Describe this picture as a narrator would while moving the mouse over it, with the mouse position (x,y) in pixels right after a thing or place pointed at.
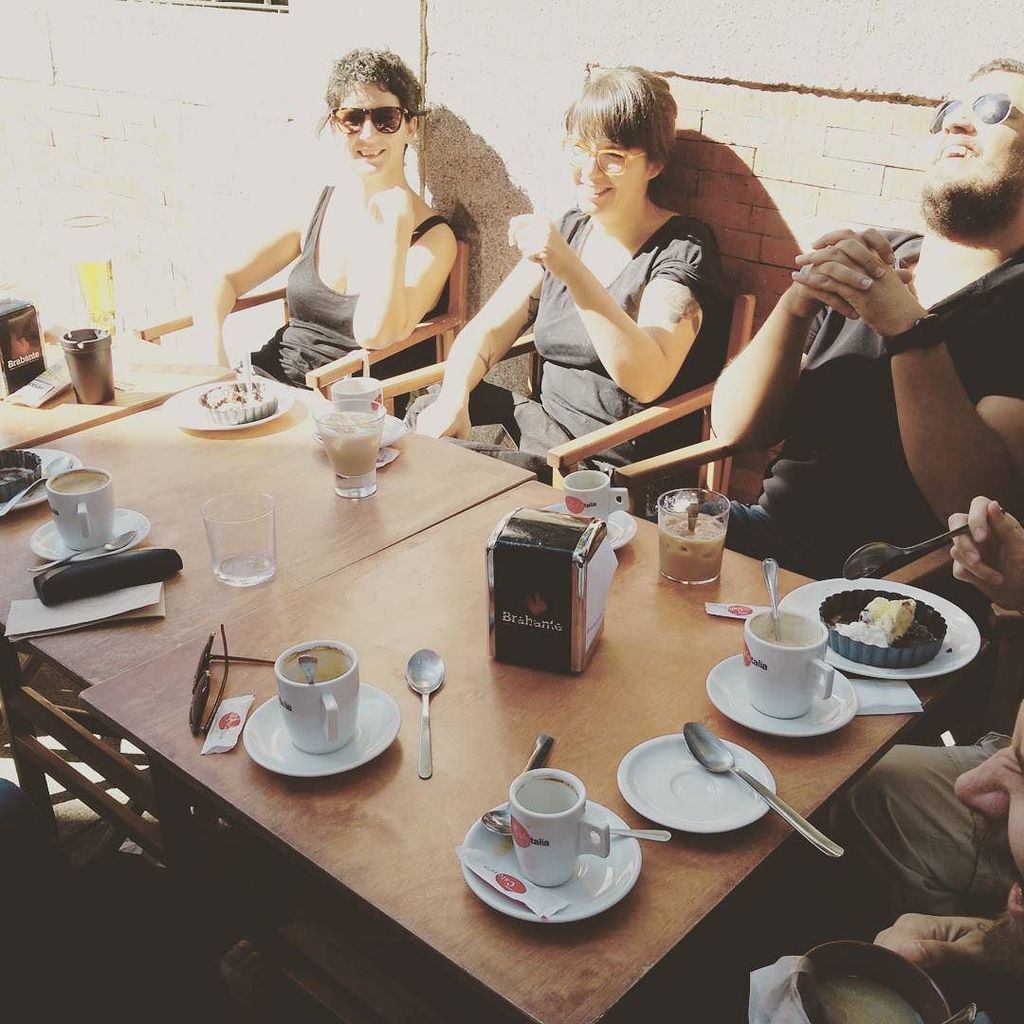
In this picture there are people (529,265) sitting on chairs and we can see plates (921,675), saucers (752,757), spoons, cups (330,727), goggles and objects (230,727) on tables (173,543). In the background of the image (73,165) we can see wall (140,60).
